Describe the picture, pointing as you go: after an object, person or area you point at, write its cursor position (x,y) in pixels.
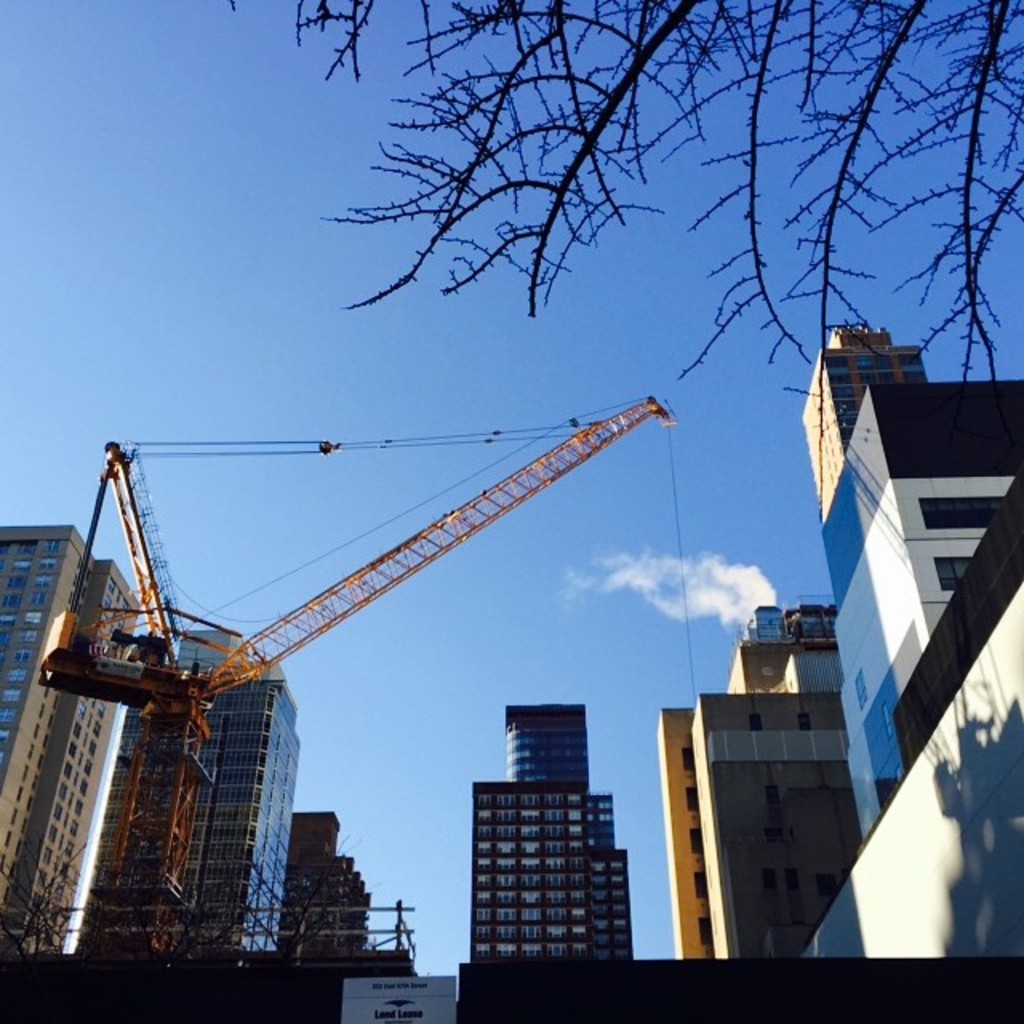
In this picture we have a blue sky (786,181). At the right side (690,64) we have branches (746,78) of a tree (521,231). In the middle (374,570) we can see number of tall buildings (833,662) and we can see a crane (169,732) which is lifting something from a building (695,724).
